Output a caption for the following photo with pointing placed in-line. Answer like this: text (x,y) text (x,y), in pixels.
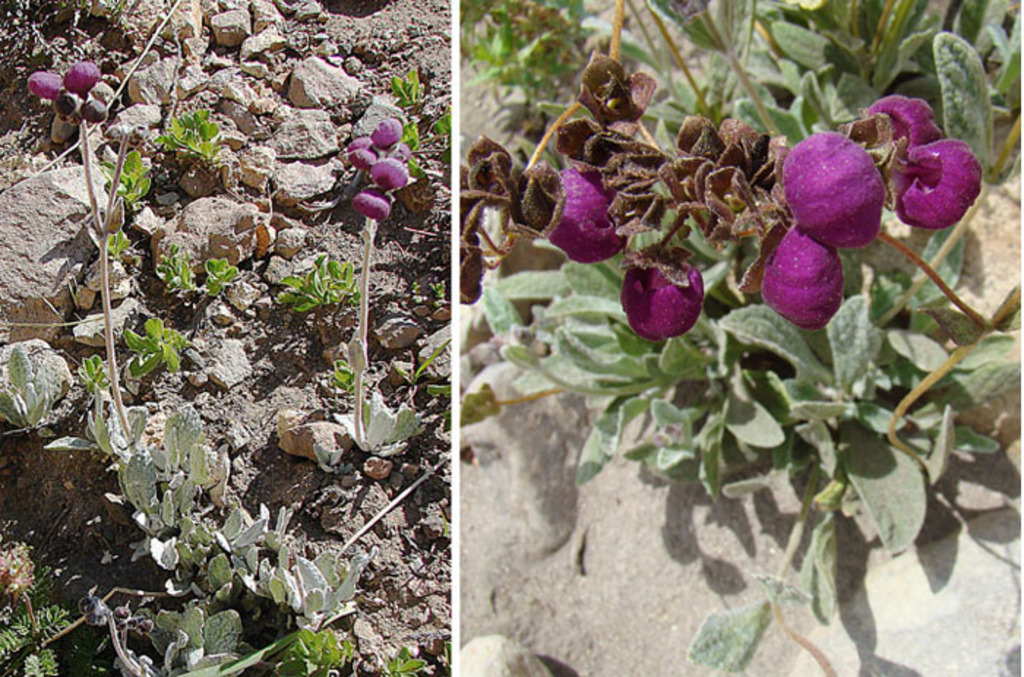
In this picture I can see collage of two pictures, in the first picture I can see stones (18,284) and few plants (164,456) on the ground (46,142), In the second picture I can see plants (736,335) with flowers (687,275). They are purple in color.
